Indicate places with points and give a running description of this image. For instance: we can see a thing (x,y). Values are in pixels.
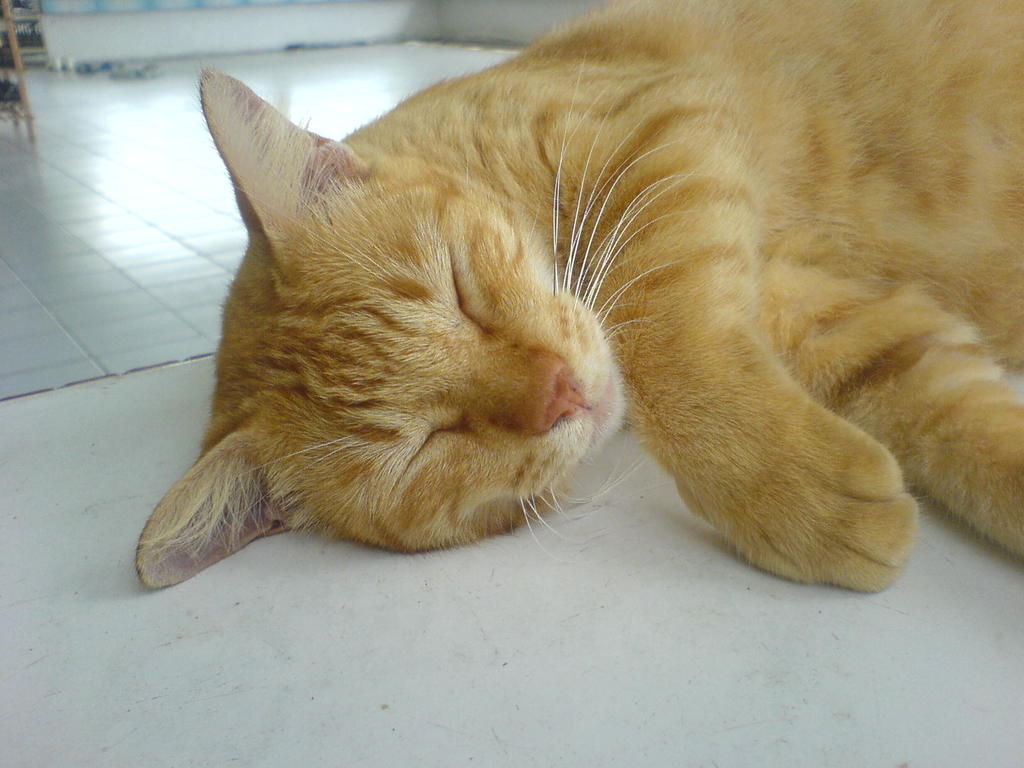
There is a brown cat (605,192) lying on the floor (475,578).
